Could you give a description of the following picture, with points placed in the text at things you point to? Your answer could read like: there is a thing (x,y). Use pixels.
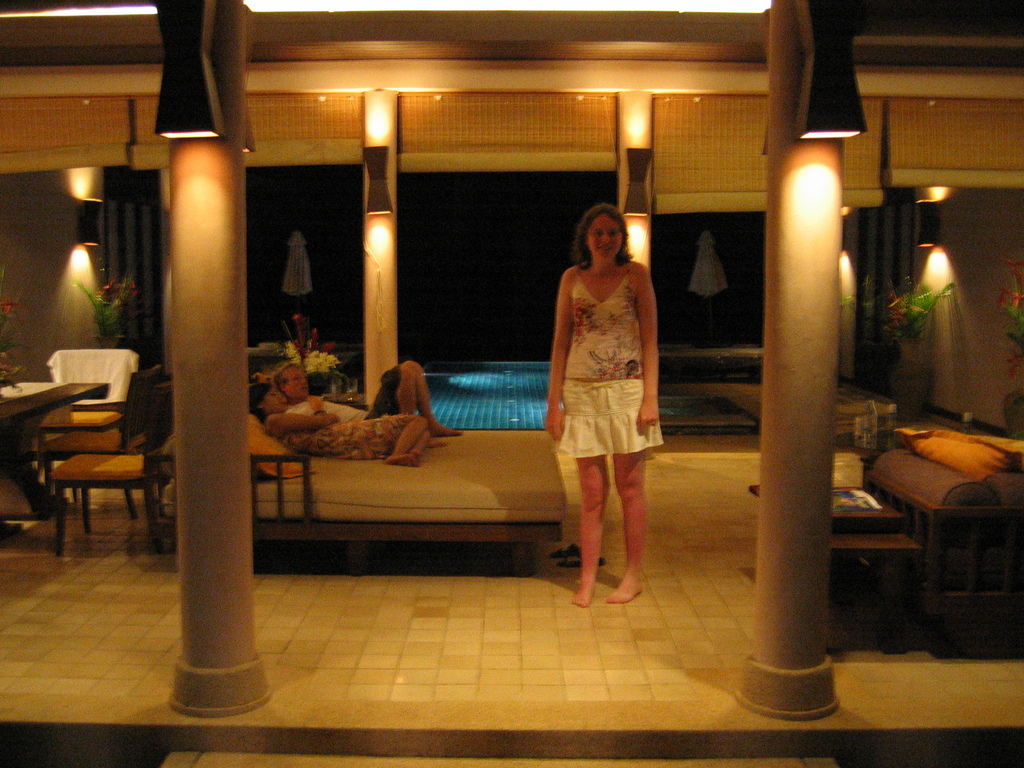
In the image we can see there is a woman (584,553) who is standing and there are other people (382,437) who are lying on the bed (384,466).
